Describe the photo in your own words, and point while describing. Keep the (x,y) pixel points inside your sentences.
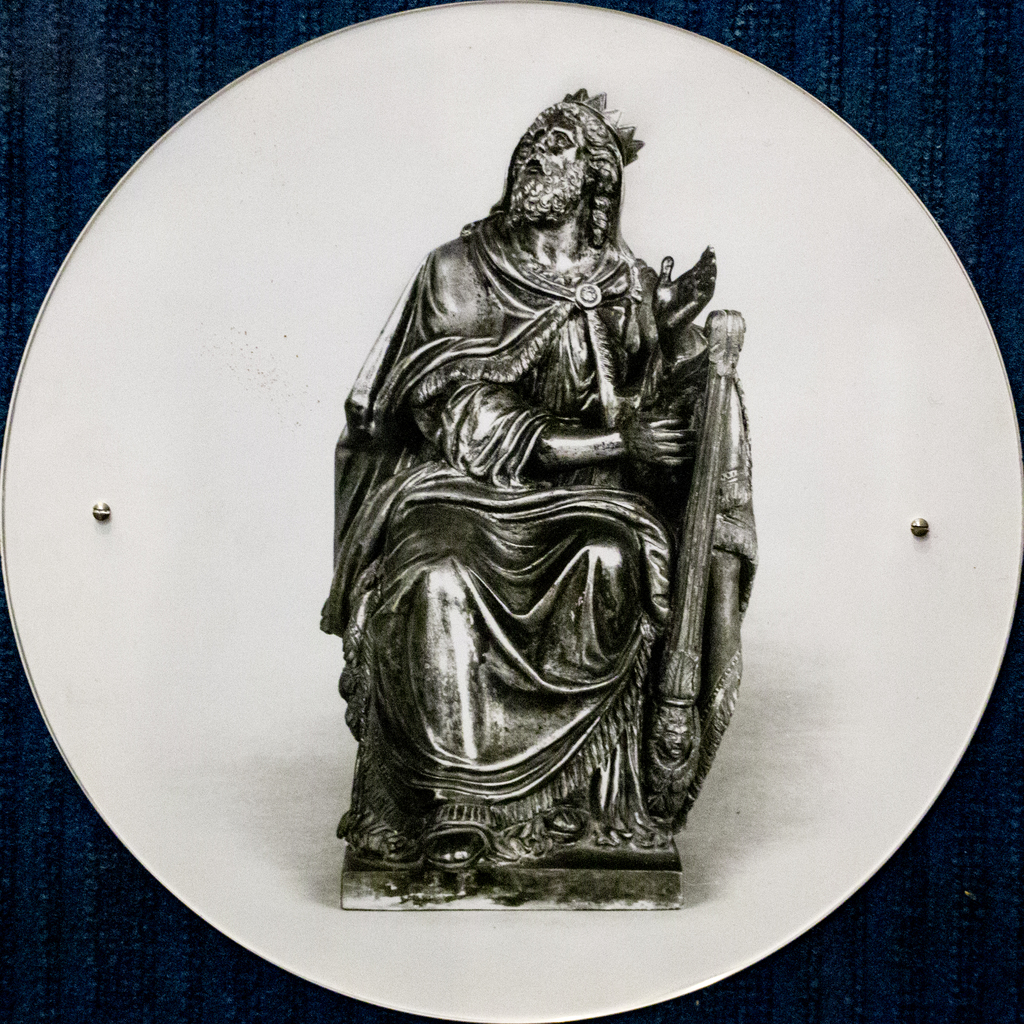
In this image we can see the Sculpture (469,454). And we can see the two nails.
